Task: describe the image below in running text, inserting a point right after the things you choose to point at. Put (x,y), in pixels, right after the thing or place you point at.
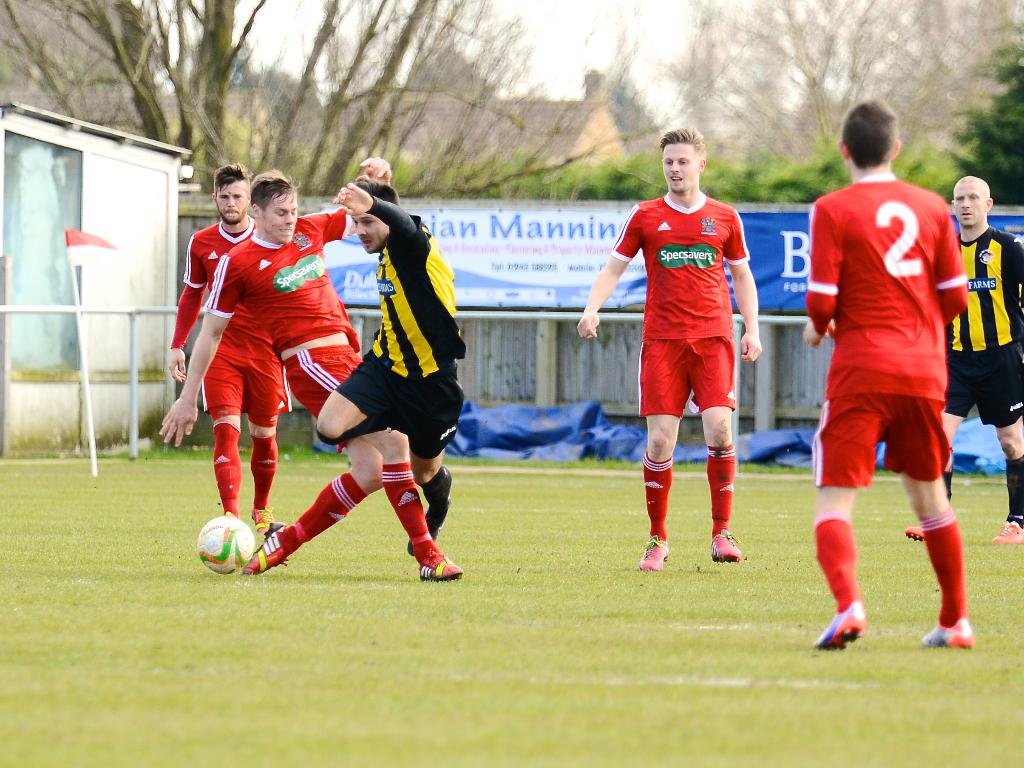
Here we can see a group of people (863,251) playing football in the ground (309,499) and behind them we can see a banner (563,219) placed on the top (471,231) and behind that we can see trees (992,129), plants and at the left side (92,237) we can see a flag post (87,390).
